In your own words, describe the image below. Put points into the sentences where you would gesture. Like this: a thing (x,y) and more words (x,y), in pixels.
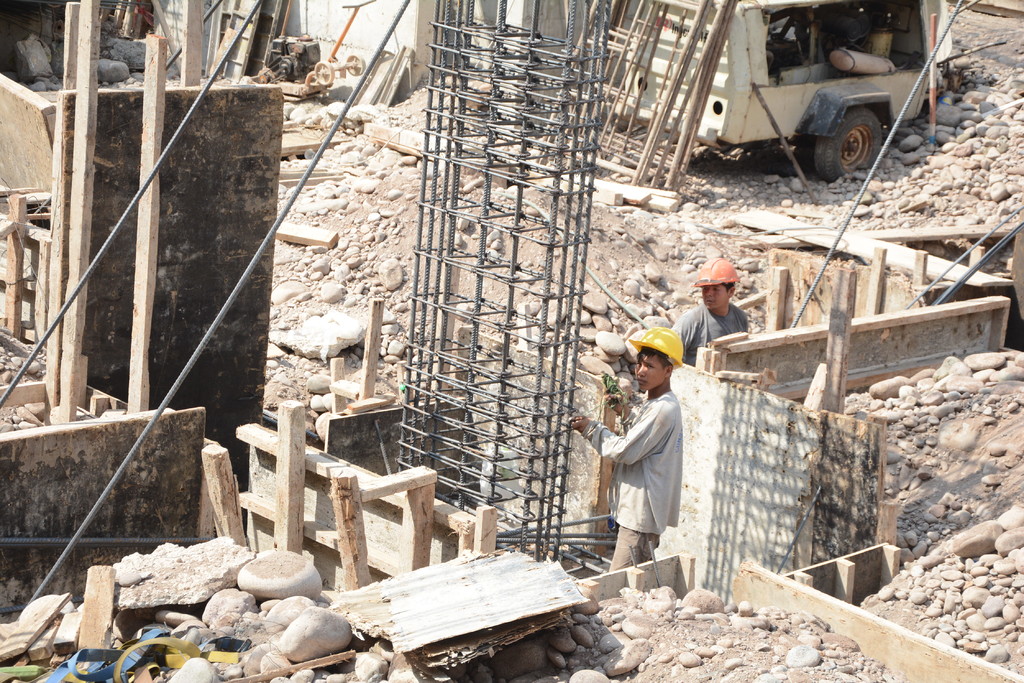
In this image we can see the vehicle (853,86), metal sheets (468,611), wooden objects (60,250), stones (980,559), pebbles (612,607), rocks (360,126) and soil (616,233). In the middle of the image (651,349) we can see two boys (657,430) are standing. They are wearing helmet (722,282).
